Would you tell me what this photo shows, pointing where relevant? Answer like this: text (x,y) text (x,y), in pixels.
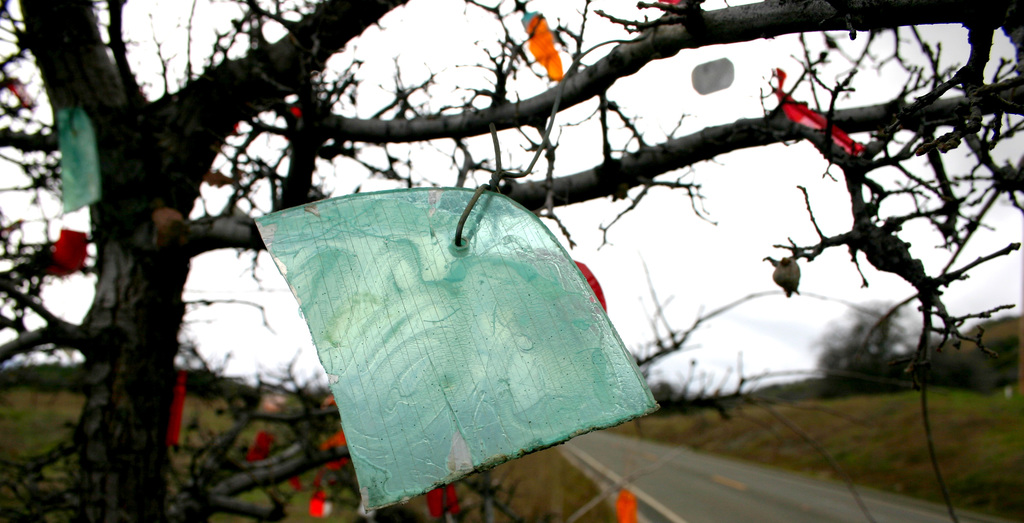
In this picture I can see there are few trees (137,426), a road (687,497) and the sky (785,332) is cloudy.
